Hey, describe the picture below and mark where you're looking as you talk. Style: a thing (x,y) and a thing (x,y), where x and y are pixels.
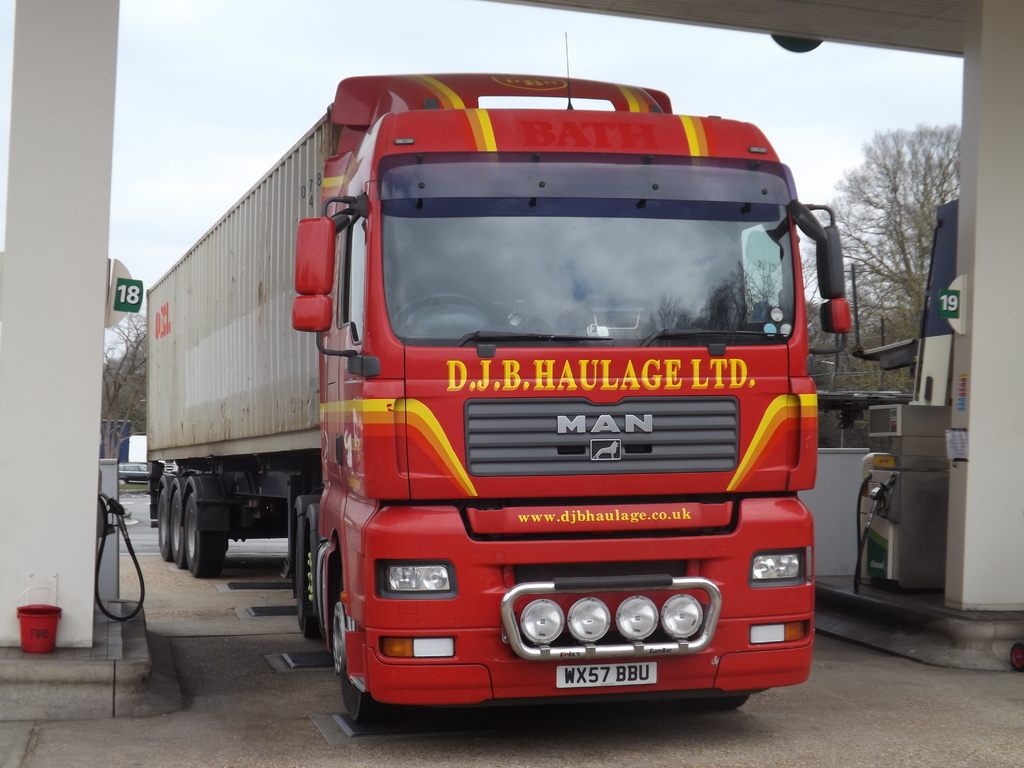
In this image I can see a red colour truck (531,342) and here I can see something is written. In the background (144,355) I can see trees (908,214), sky (169,201) and I can also see few numbers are written over here. Here I can see red colour thing (51,625).
